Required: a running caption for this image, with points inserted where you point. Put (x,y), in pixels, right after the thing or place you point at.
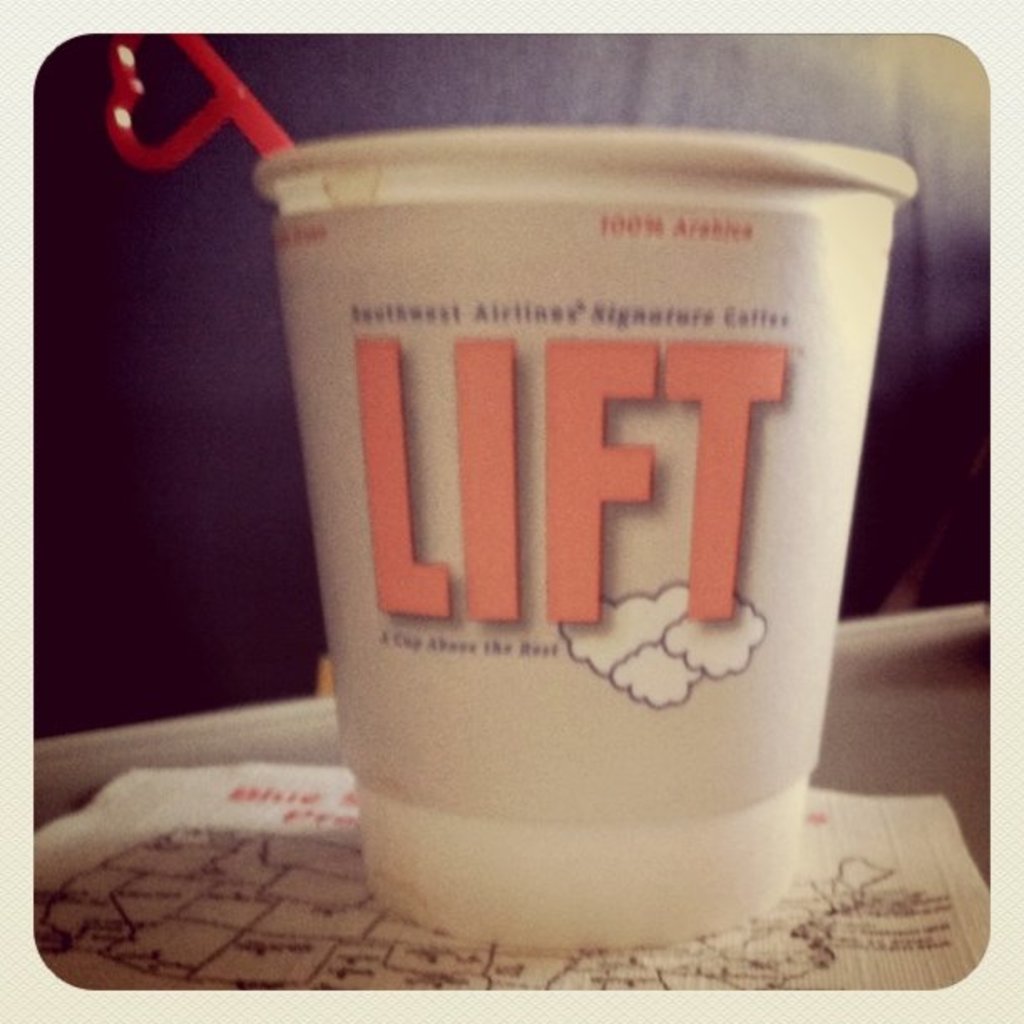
In this picture i could see small paper cup (786,556) with a stir stick (261,122) in it placed on the paper (211,910) on the tray table (912,690).
